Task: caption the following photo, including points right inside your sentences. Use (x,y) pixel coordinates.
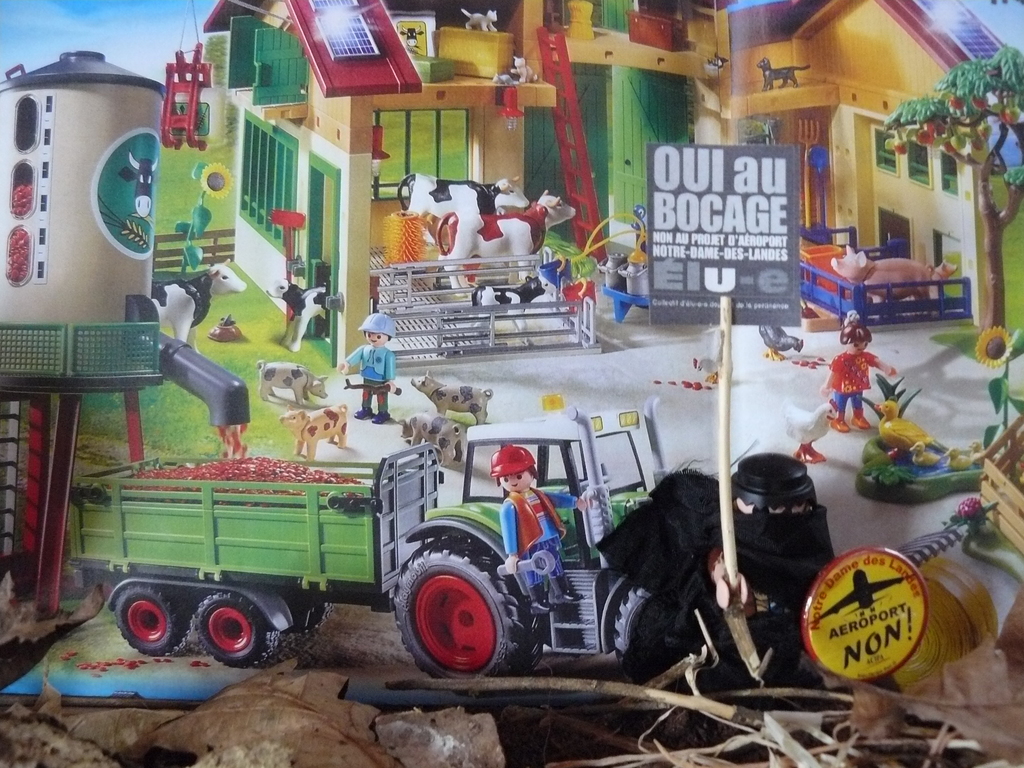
In this picture there is a poster (841,441), on this poster (826,452) we can see people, tree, vehicle (412,573), animals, house (960,257), flowers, grass (246,367), sky (140,20) and objects (236,475). At the bottom of the image (266,697) we can see leaves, branches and there is a mascot (785,473) holding a stick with board (710,204).
